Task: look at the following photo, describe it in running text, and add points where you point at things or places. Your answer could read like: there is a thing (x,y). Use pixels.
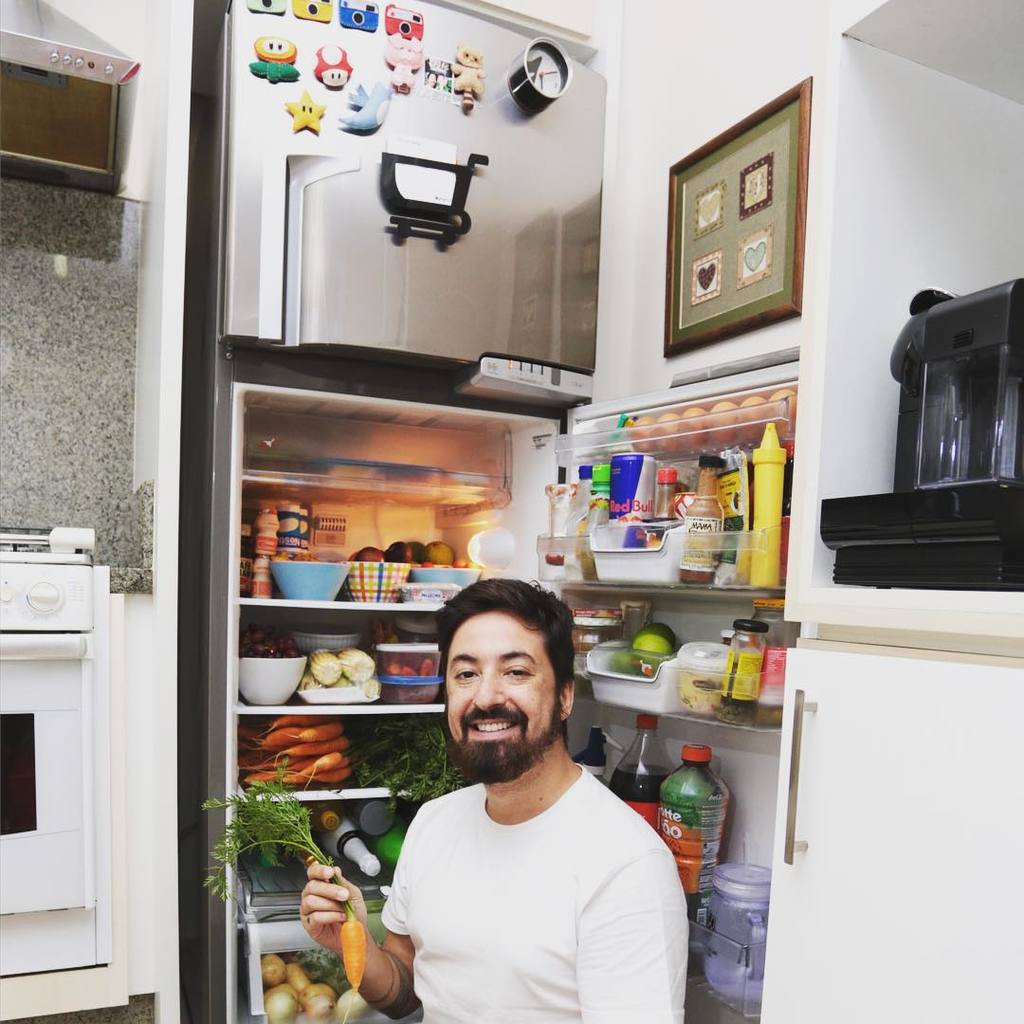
In this picture we can see a man (585,931) holding a carrot (354,969) behind him there is a fridge (395,614), freezer (333,528) consists of some of the bowls (317,577) and some carrots (326,737) and food (433,689) and a tin (634,495), there coca-Cola bottle (638,776) here and some kind of bottles (703,792) here, on right side of the image (729,250) we can see a portrait (727,216) and wall (740,61) on the left side (44,668) we can see a stove (54,627).
